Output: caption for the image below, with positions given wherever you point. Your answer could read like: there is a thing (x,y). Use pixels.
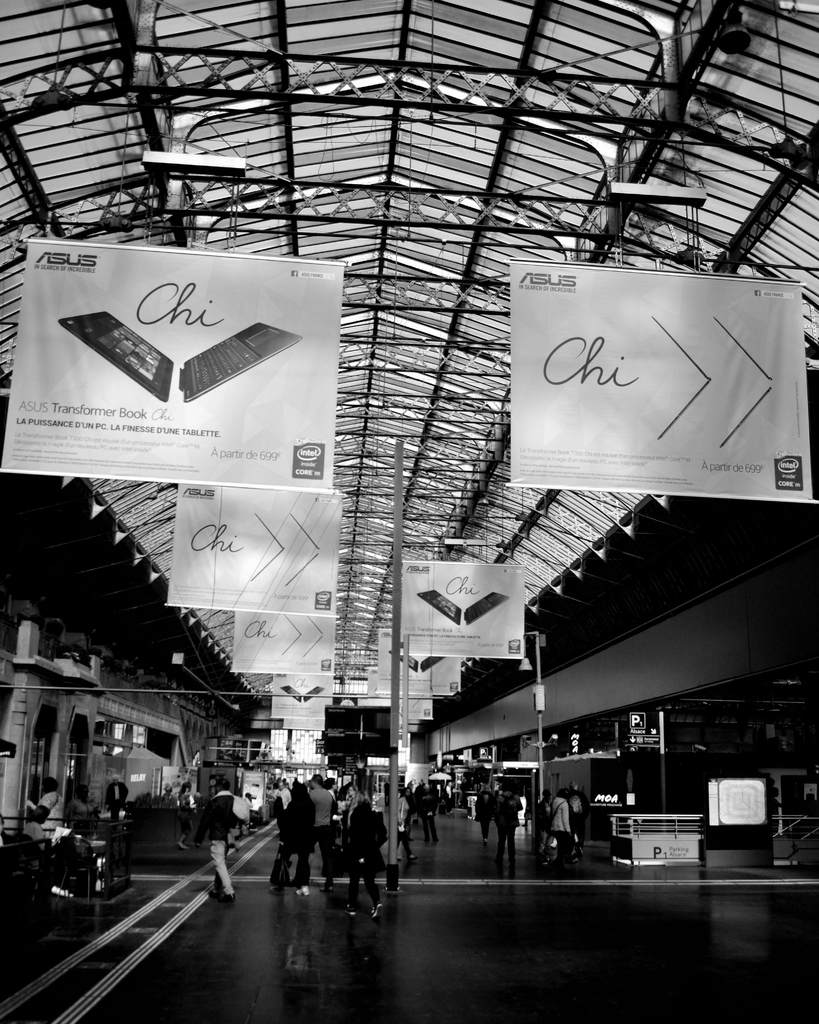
In the picture I can see some persons (329,781) walking through the floor (304,896), top of the picture (529,311) there are some boards (405,590), lights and roof (374,85).
